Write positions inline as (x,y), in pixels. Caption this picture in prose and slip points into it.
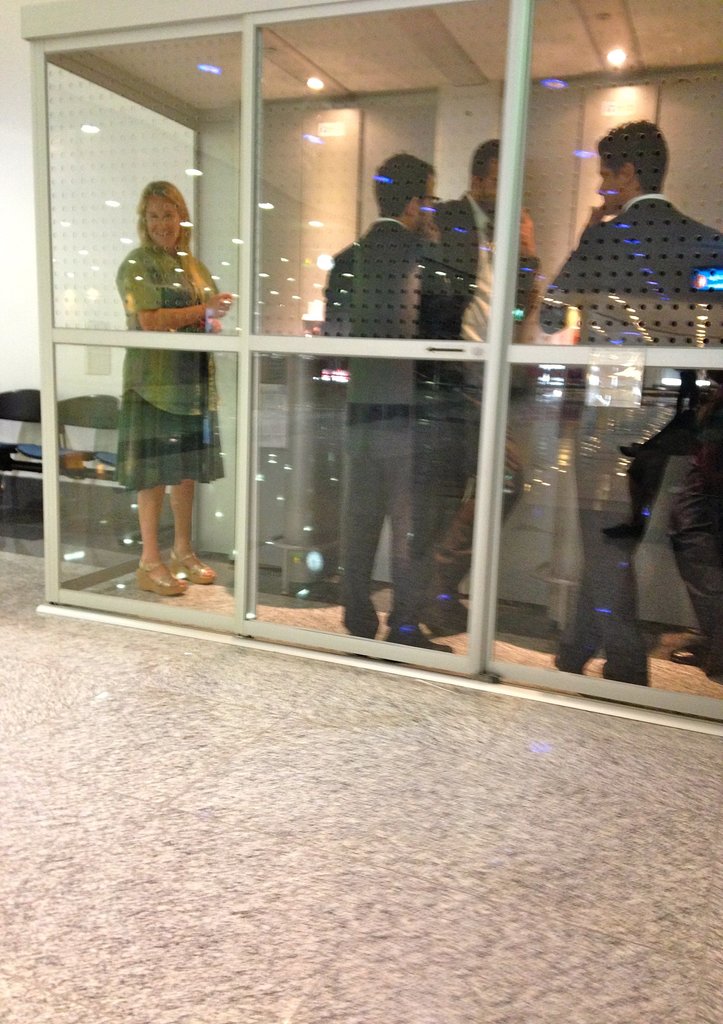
This image is taken indoors. At the bottom of the image (387,857) there is a floor (323,855). On the left side of the image (24,468) there are two chairs (21,444) and there is a wall (15,136). In the middle of the image (315,349) there is a glass door (347,315). Through the door (351,376) we can see there are a few people (195,433) standing on the floor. At the top of the image (458,67) there is a roof (393,63) and there are two lights (610,61).
